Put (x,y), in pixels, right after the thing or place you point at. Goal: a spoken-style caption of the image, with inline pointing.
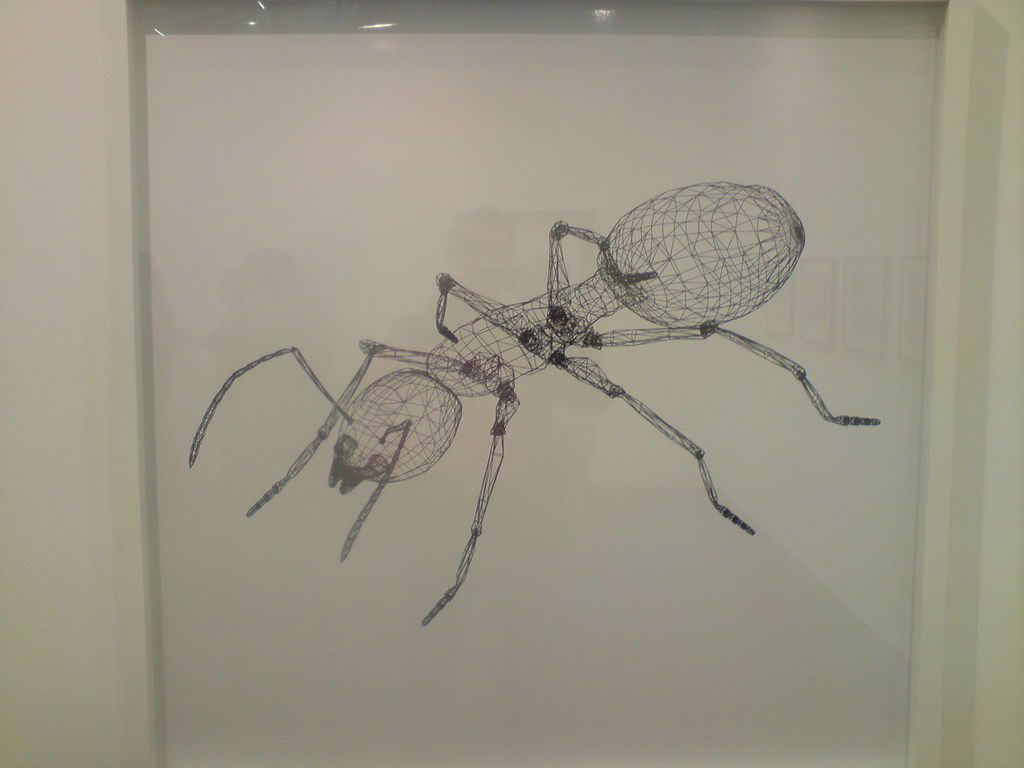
In the image we can see there is an outline of an ant (525,363) on the poster (523,359).
